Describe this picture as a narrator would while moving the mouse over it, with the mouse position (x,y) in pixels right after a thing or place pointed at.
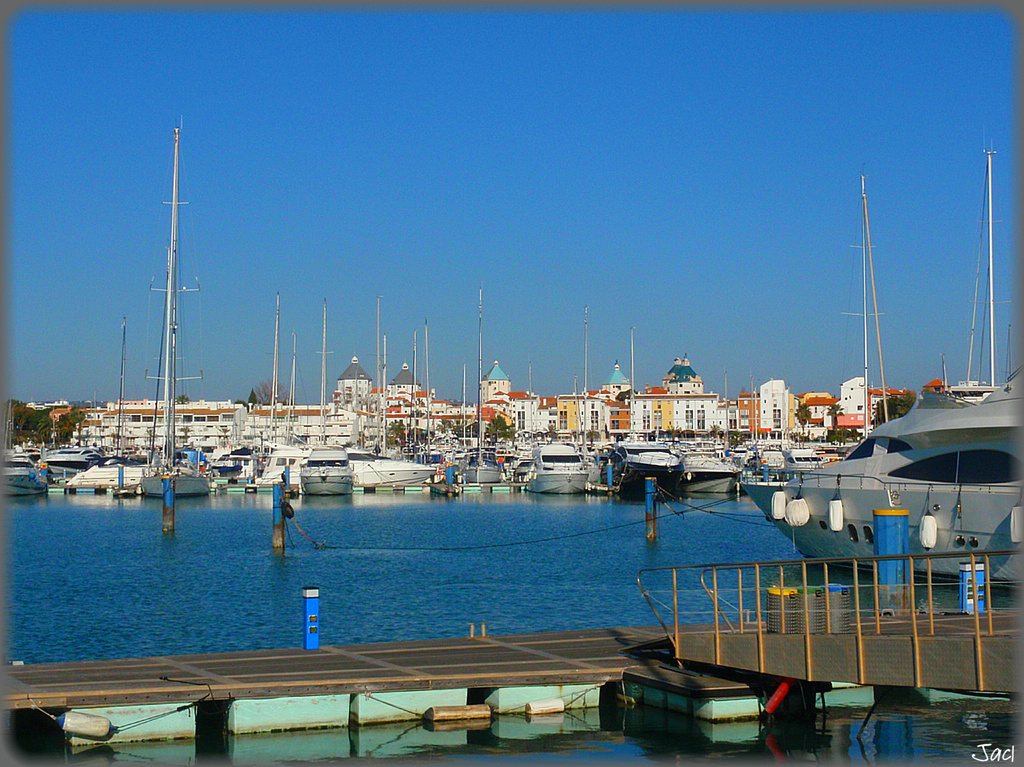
In this image we can see a few ships (551,483) on the water (484,523), a bridge (530,651), few buildings (263,420) in the background (818,405) and the sky (577,172) at the top (577,172).
